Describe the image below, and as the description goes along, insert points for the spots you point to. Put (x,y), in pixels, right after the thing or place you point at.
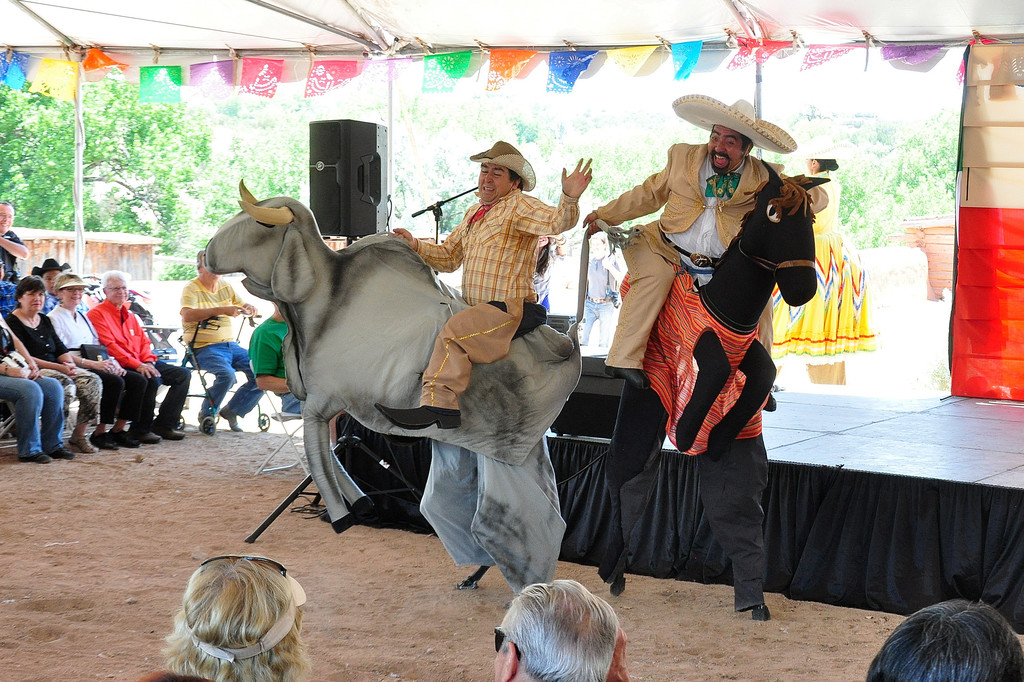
In this image there are persons (511,642) truncated towards the bottom of the image (543,673), there are group of persons (184,306) sitting, there are persons (44,311) truncated towards the left of the image (9,288), there are persons (470,285) holding an object (709,294), there is an object (1006,149) truncated towards the right of the image (997,187), there are objects (606,388) on the stage (851,429), there is stand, there are trees (412,181) truncated towards the left of the image (39,149), at the top of the image (80,197) there is a tent (717,21) truncated, there is sand (236,470).
